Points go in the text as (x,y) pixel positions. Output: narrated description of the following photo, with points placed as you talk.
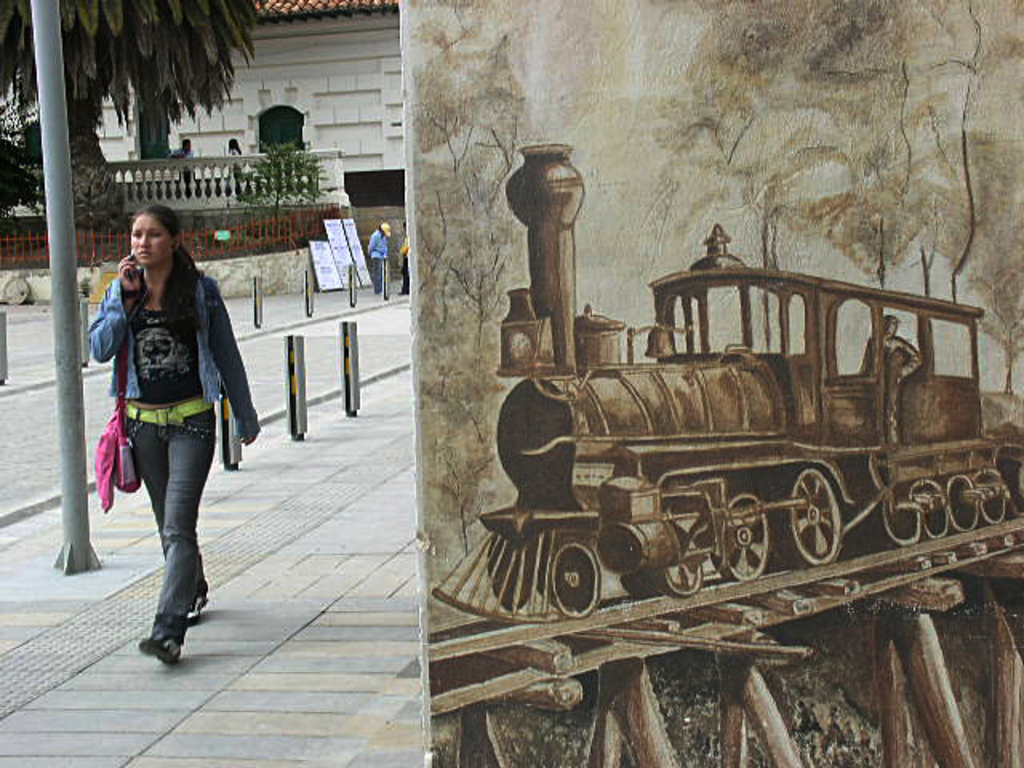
In this picture I can see group of people (377,280) standing, there are boards (344,264), iron grilles (318,225), trees (271,199), this is looking like a house (307,110), and there is a painting (500,397) on the wall (535,491).
